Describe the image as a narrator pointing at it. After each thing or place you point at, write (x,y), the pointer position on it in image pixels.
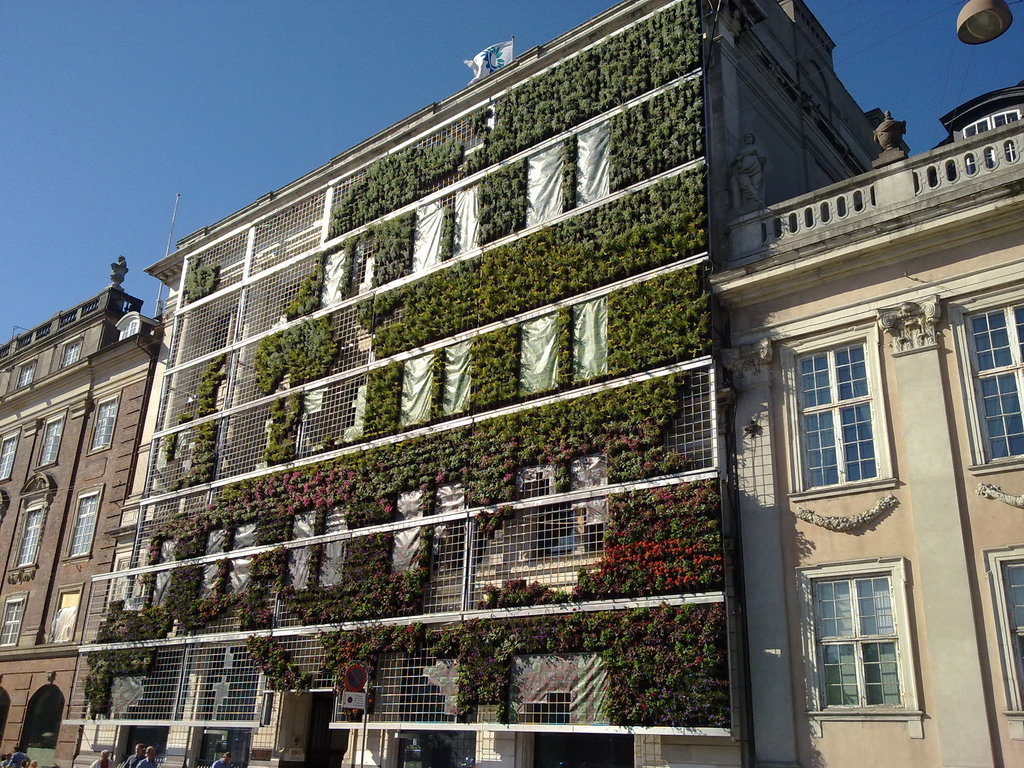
In this image we can see a few buildings (72,521), there are some plants (561,339), pole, grille (220,655), people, board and a flag (465,60), also we can see the sky (458,18).
